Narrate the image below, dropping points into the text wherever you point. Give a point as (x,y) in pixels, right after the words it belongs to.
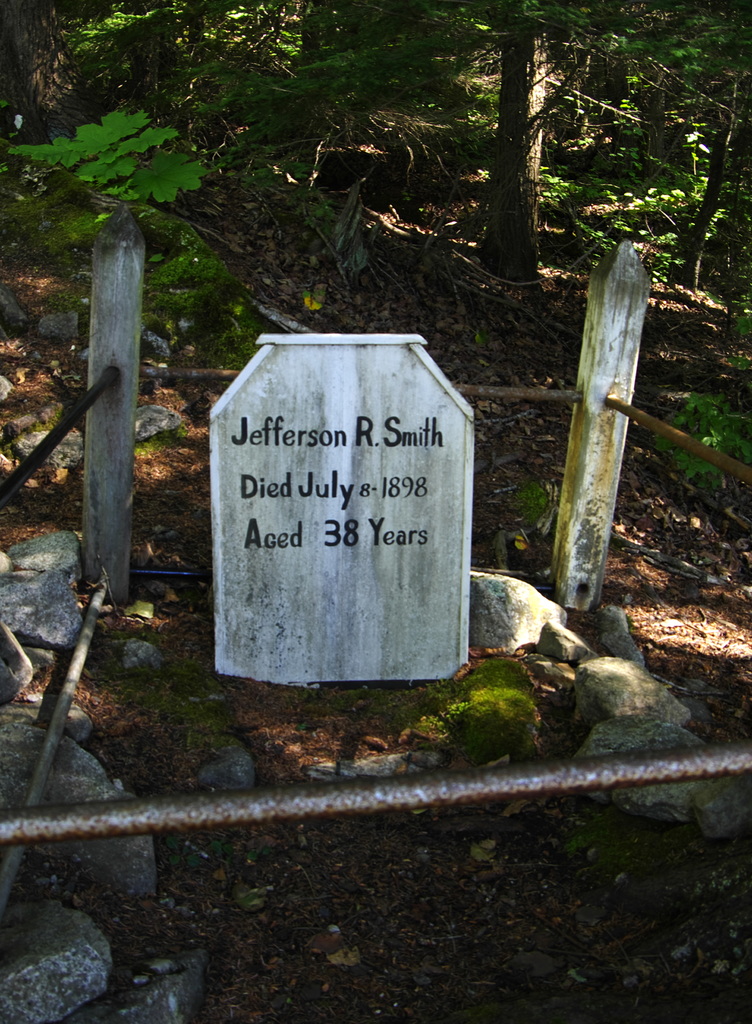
In this image I can see a gravestone (302,531). On the stone (331,459) I can see something written on it. Here I can see poles (93,456) and metal rods (354,808). In the background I can see trees (395,138).
